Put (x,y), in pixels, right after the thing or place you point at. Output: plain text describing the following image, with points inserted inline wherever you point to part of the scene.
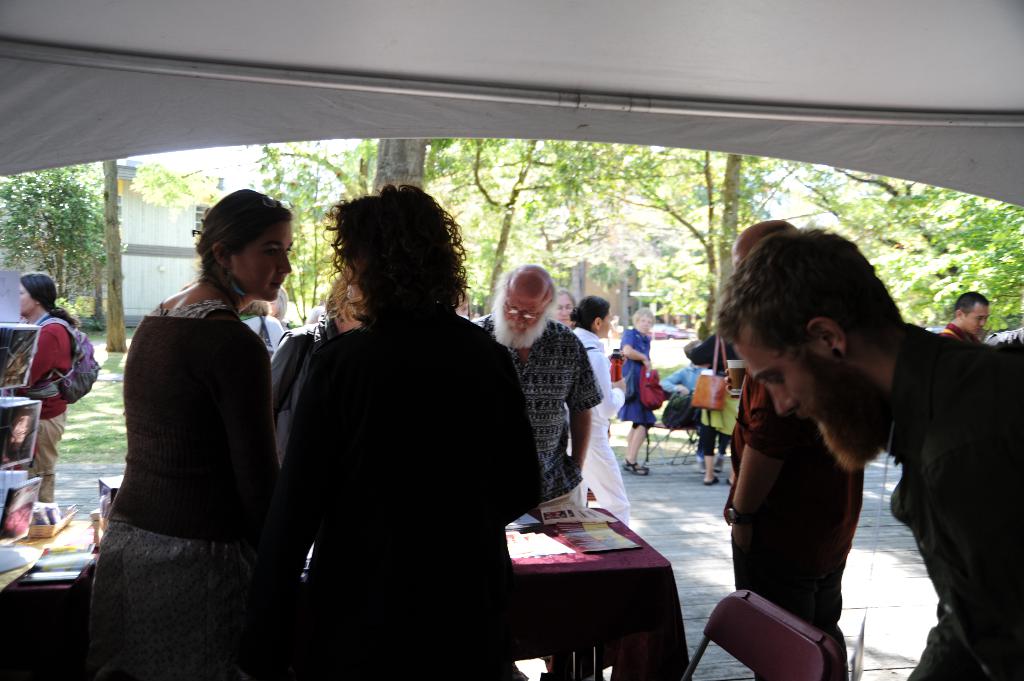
In the picture we can see some people (585,378) are standing near the tables (64,651) and chairs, and we can see some people (554,382) are wearing the hand bags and back bags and some are with beard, in the background (96,306) we can see some trees (91,294), plants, grass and path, and we can also see a car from the far and buildings (131,275).
